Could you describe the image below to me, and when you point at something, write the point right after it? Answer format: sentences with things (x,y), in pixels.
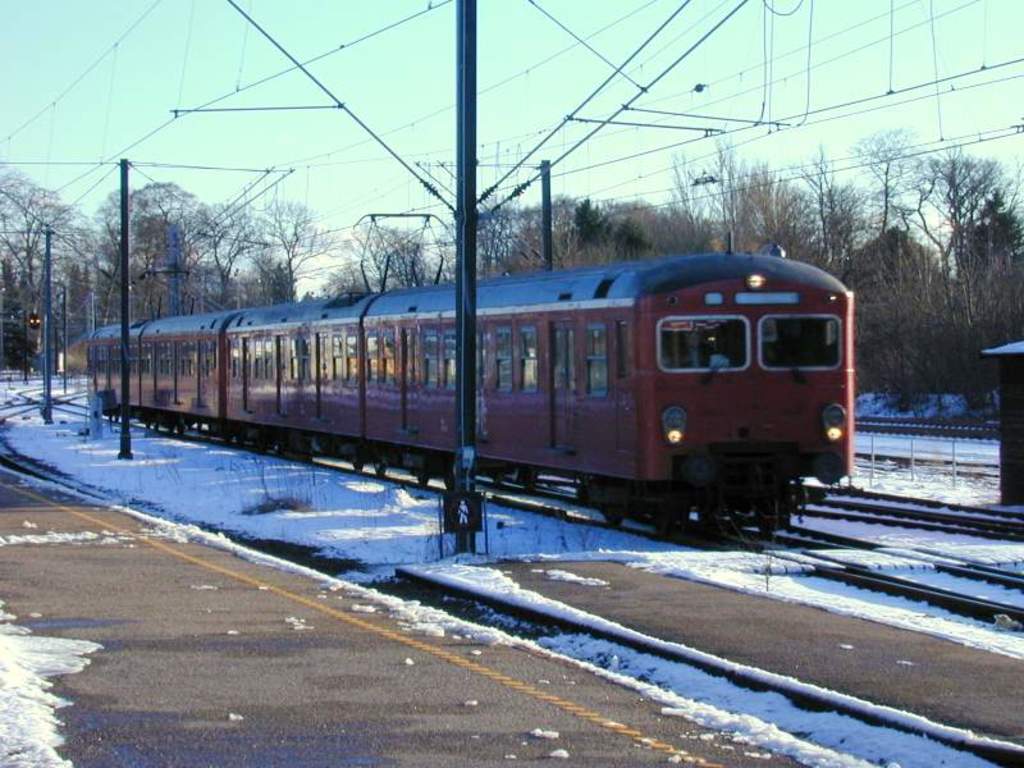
In this image we can see a train (598,456) on the track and there are poles (470,88). In the background (925,312) there are trees (7,291) and sky (446,81). At the top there are wires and we can see snow (247,487).
